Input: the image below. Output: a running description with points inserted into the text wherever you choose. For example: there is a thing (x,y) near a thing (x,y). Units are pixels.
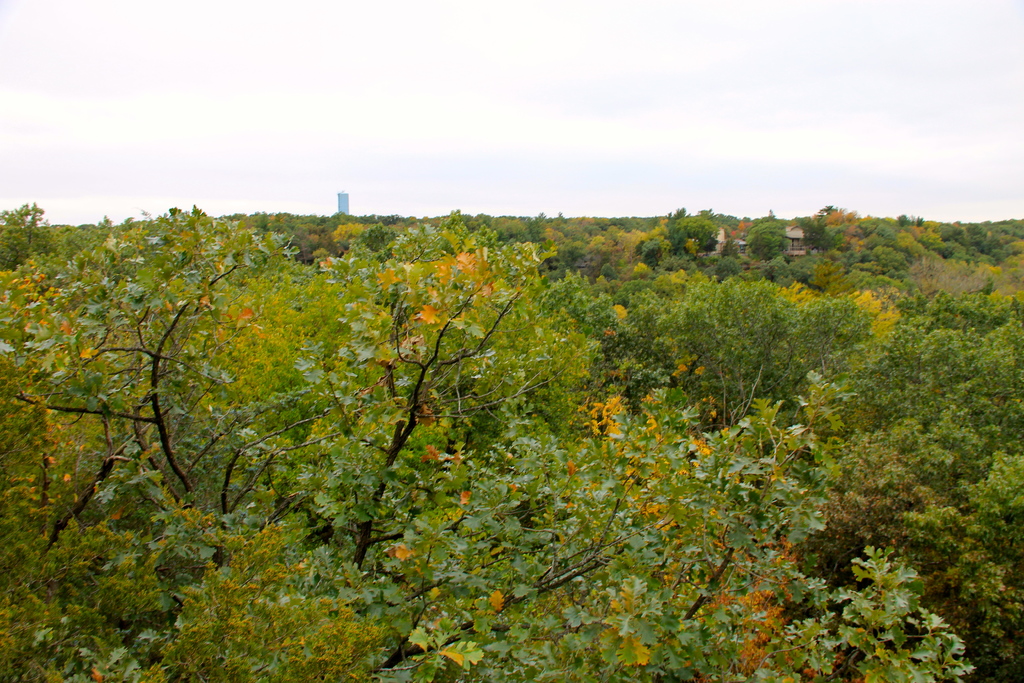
In this picture there are trees (702,540) and there is a house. At the back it looks like a building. At the top (397,79) there is sky (635,57).
